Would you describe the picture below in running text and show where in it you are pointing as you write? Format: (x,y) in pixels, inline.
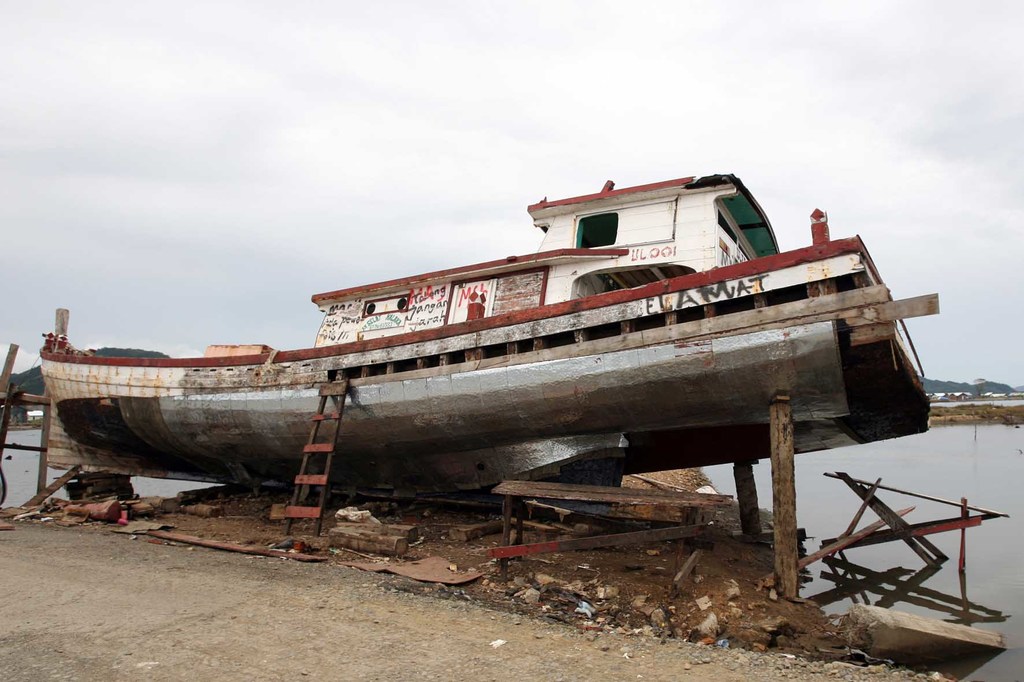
In this image we can see wooden boat (468,310), ladder (337,396), water (961,494) and sky (374,119).
